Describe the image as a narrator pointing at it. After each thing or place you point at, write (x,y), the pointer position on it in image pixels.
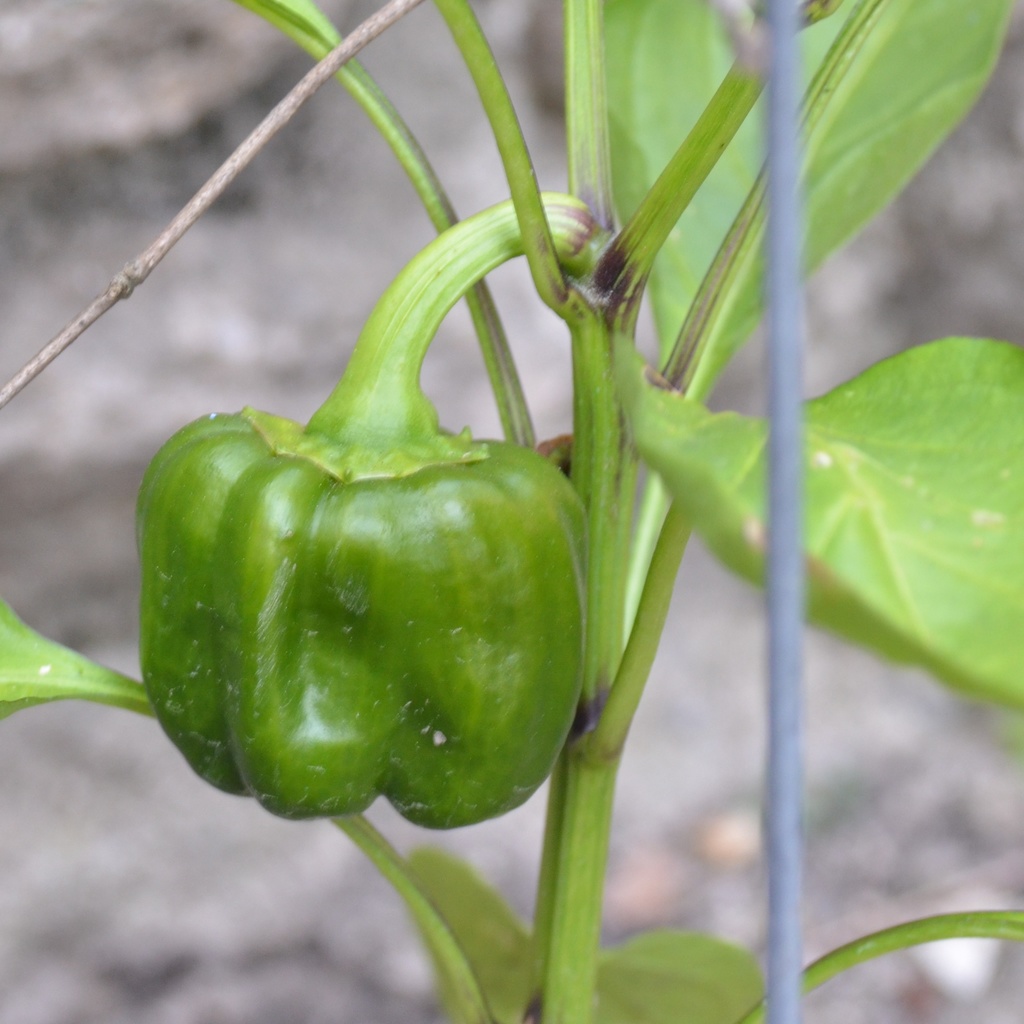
As we can see in the image there is plant (598,833) and capsicum vegetable (334,622). The background (183,122) is blurred.
